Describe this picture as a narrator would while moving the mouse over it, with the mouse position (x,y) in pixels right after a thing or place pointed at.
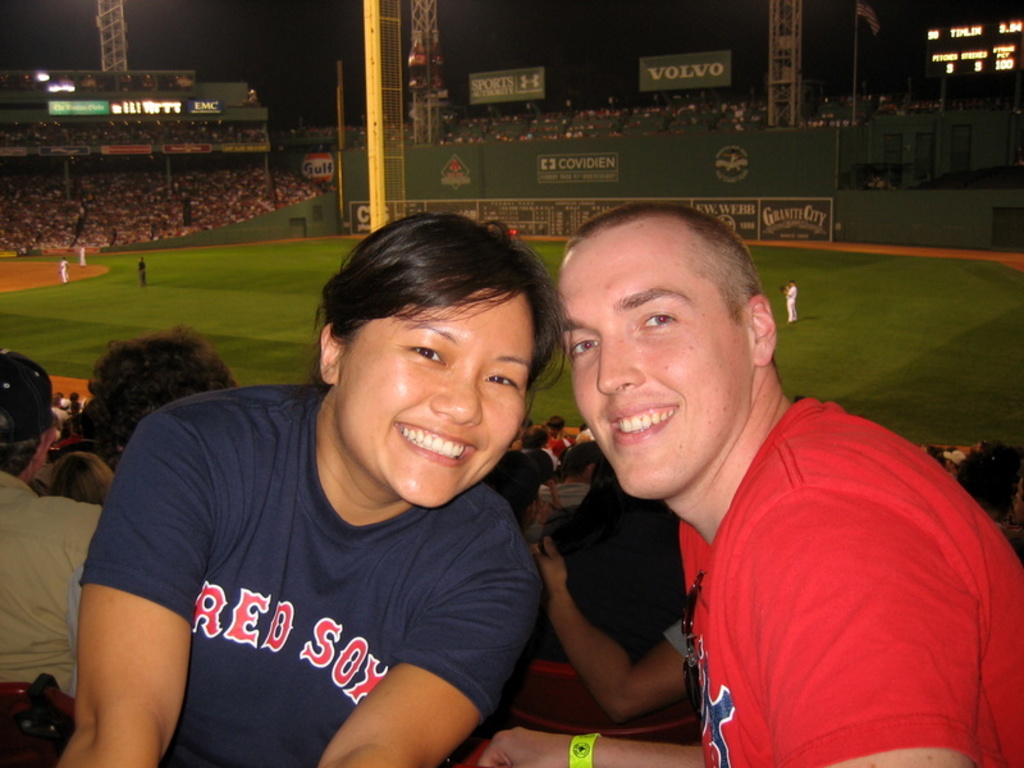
In this picture we can see there are two people (436,675) sitting and smiling. Behind the two people (365,583) there are lots of people (21,496) in the stadium (75,306) and some people (81,263) are standing on the path (99,265). Behind the stadium (222,264) there are poles (774,93), the scoreboard (952,51) and the dark background (571,80).
